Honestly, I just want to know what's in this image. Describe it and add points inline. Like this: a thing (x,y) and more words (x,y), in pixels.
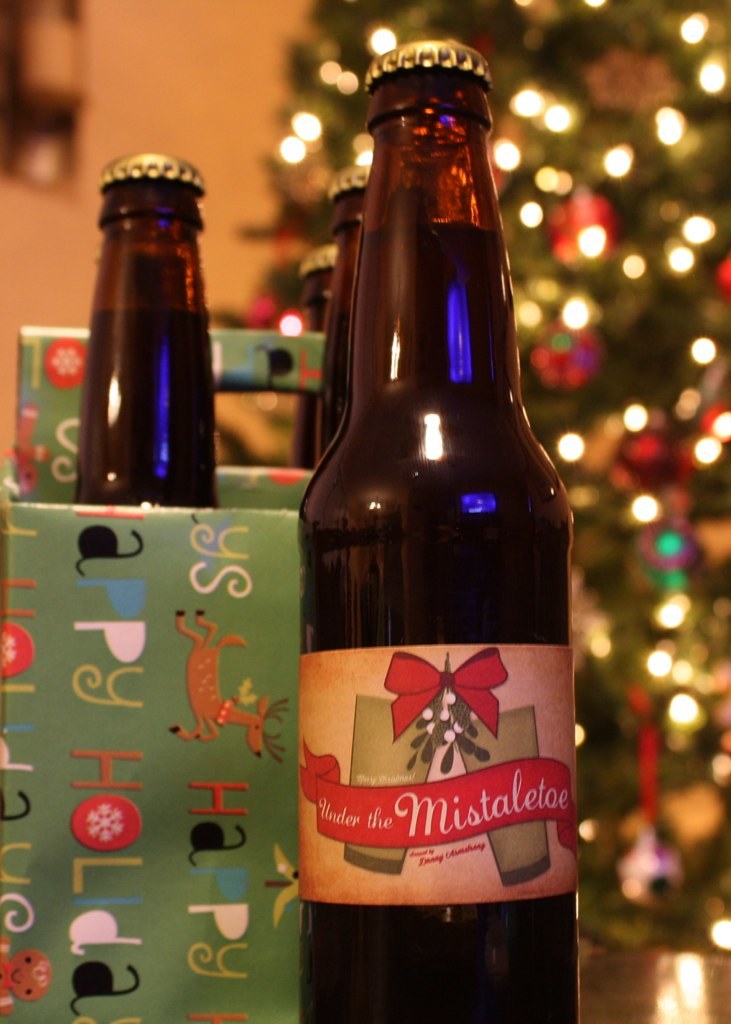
Here we can see a beer bottles (130,435) on the table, and at side here is the X-mas tree (617,251), and here is the wall (144,129).
